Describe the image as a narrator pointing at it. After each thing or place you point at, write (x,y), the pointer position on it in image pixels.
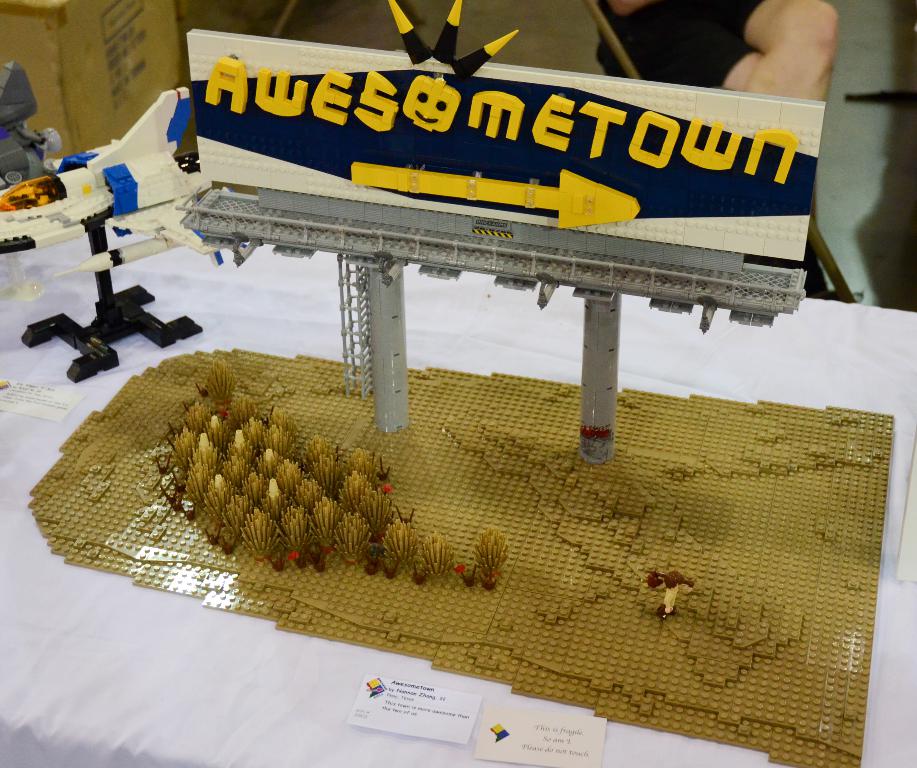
In this picture we can see lego toys (297,630), airplane (141,192), billboard (702,266), plants (191,495) and white cloth (302,642). We can see cards (382,722) with some information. In the background (673,1) we can see the legs (783,61) of a person (789,47) and we can see few objects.
